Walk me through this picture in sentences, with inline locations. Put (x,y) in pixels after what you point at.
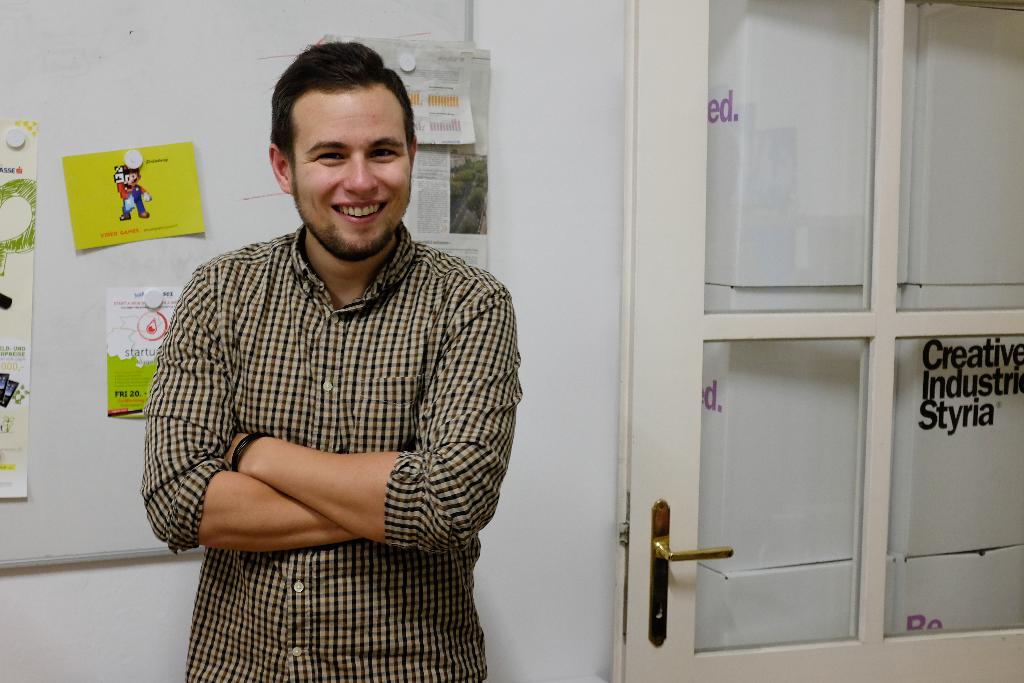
In the center of the image (408,244) there is a person (347,122). In the background of the image (166,95) there is wall (151,652). There is a door (636,173). There are papers (113,171) on the wall (494,197).
